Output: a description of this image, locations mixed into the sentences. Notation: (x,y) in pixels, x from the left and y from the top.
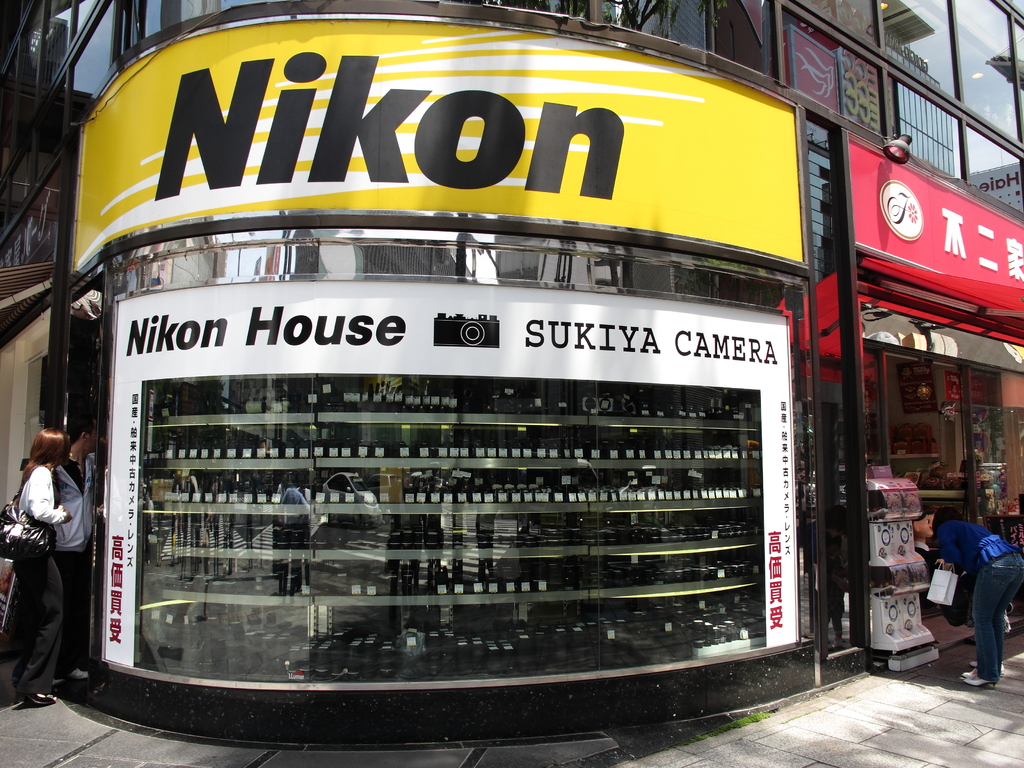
In this image we can see two shops (837,449). One shop banner (453,180) is in yellow color and the other one (935,241) is in red color. In front of the shop (918,253), pavement (784,751) is present. Right side of the image (989,609) one lady (989,596) is standing and she is wearing blue top (968,548) and jeans (978,574). Left side of the image (61,508) two persons (55,531) are standing, they are wearing white shirt (51,517) and black pant (45,645).
